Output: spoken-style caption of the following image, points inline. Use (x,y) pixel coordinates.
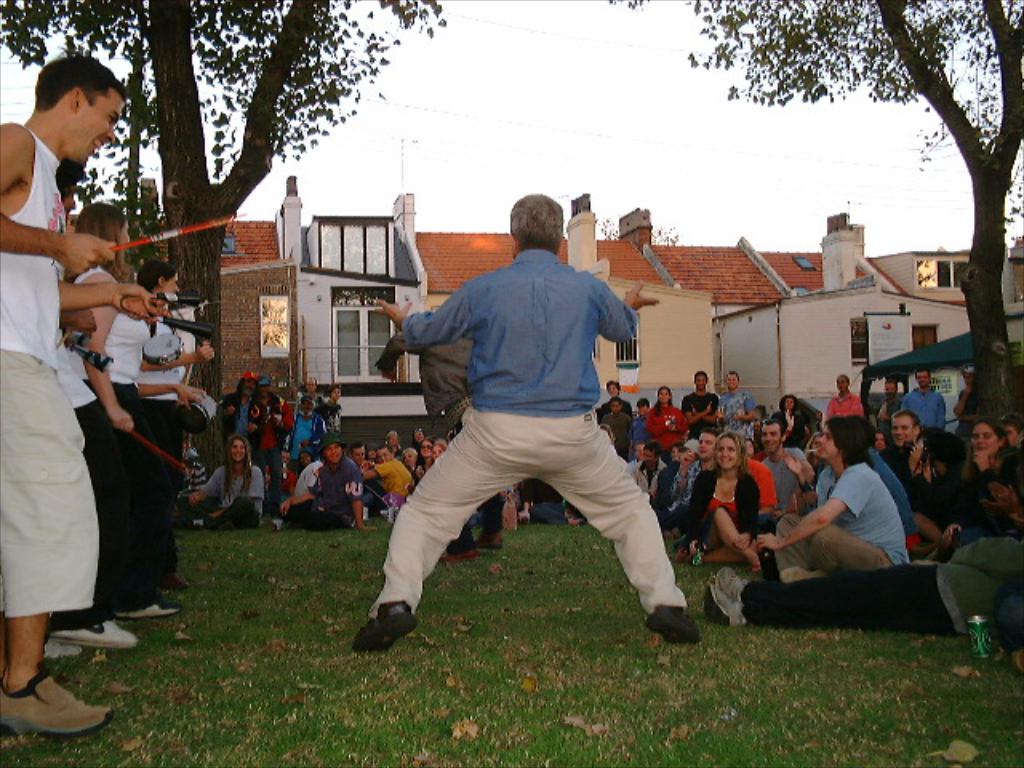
In this image we can see a group of people (716,428) are sitting. A few people (132,380) are standing and holding some object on the left most of the image (145,340). A person (520,457) is dancing in the center of the image (458,293). There are a few houses (416,302) and trees (943,112) in the image.
